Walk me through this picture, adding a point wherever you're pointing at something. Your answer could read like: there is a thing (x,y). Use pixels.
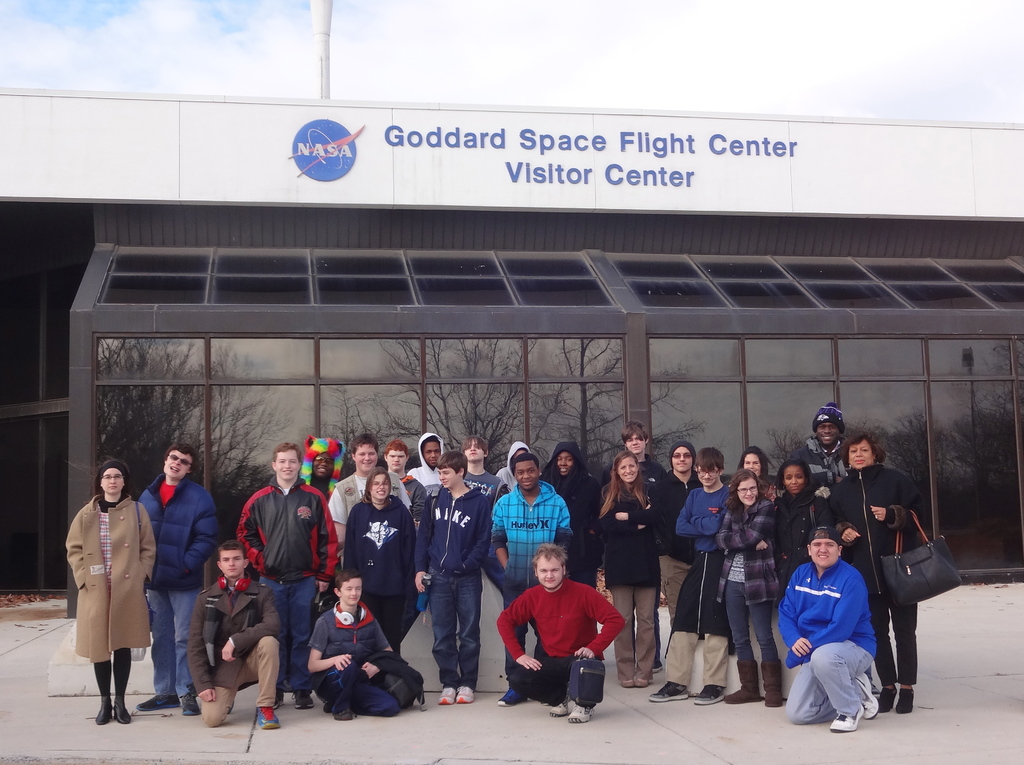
In this image at front (769,544) there are persons (782,567) standing on the road (167,747). At the back side (513,407) there is a buildings (412,278) and at the top (525,48) there is sky (567,31).
